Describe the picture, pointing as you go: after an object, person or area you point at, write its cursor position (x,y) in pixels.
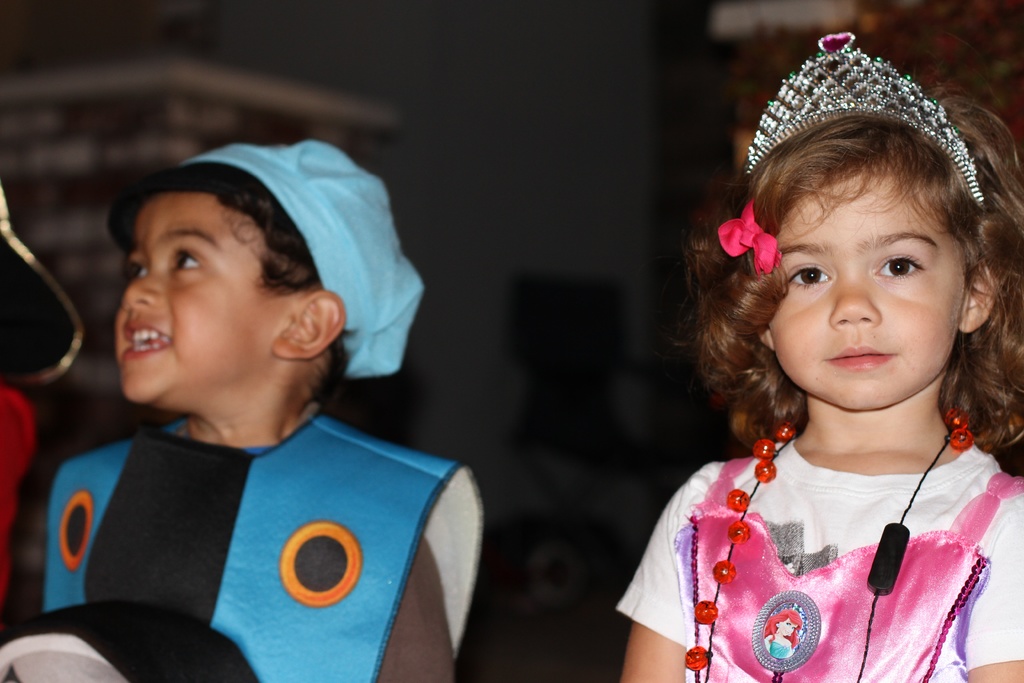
In this image we can see kids (157,291) and in the background (116,298) the image is blur but we can see objects (94,122).
